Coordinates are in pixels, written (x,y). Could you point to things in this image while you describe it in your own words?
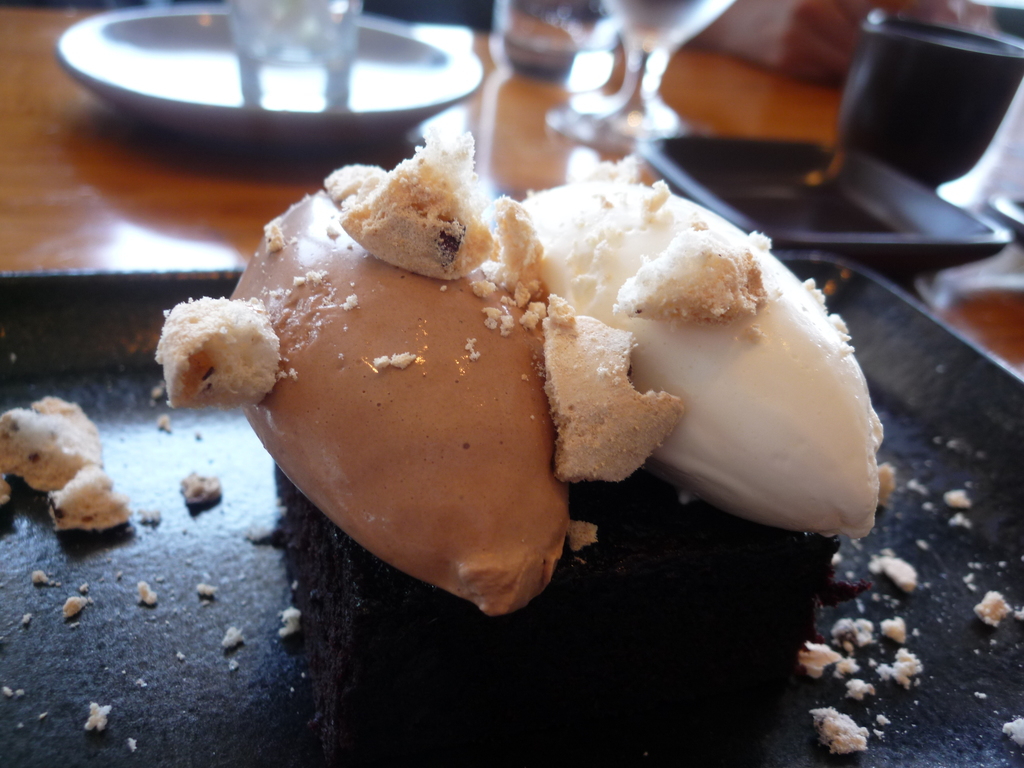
In this picture we can see a tray (869,294) with food items (362,734) on it, plates (170,67), glasses (517,62), cup (910,36) and these all are placed on a table (21,105).
